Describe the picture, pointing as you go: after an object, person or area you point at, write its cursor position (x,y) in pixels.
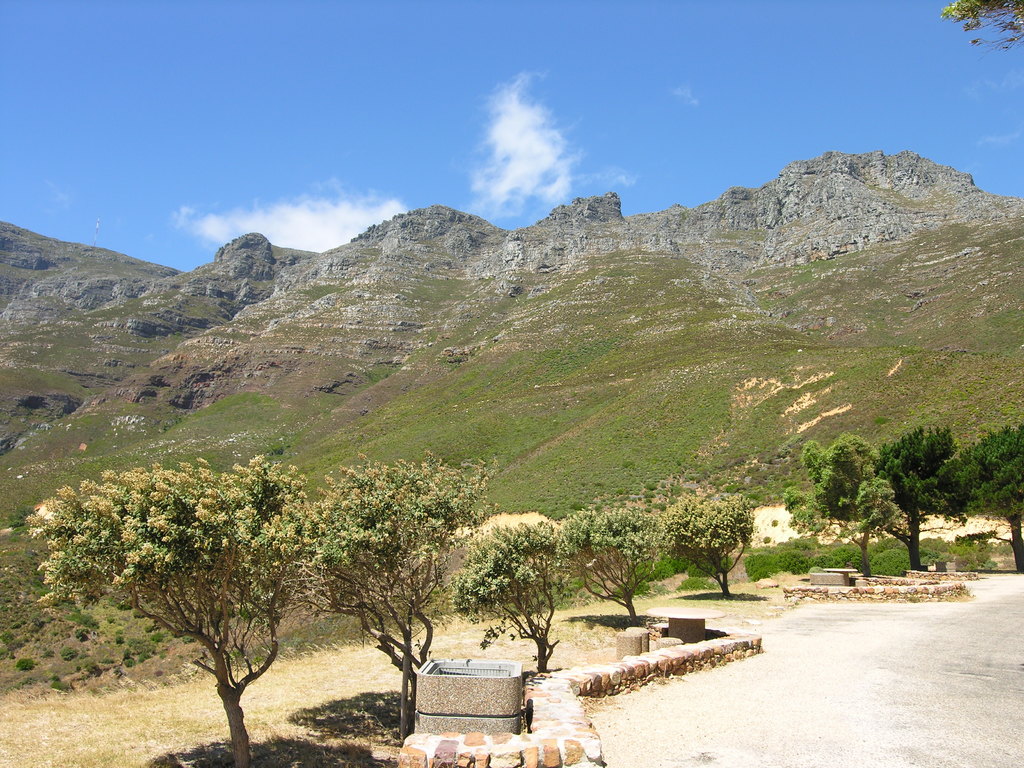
In this image we can see trees (279,580), plants (580,587), stones (638,671), hill (640,343), sky (682,120) and clouds (492,132).
